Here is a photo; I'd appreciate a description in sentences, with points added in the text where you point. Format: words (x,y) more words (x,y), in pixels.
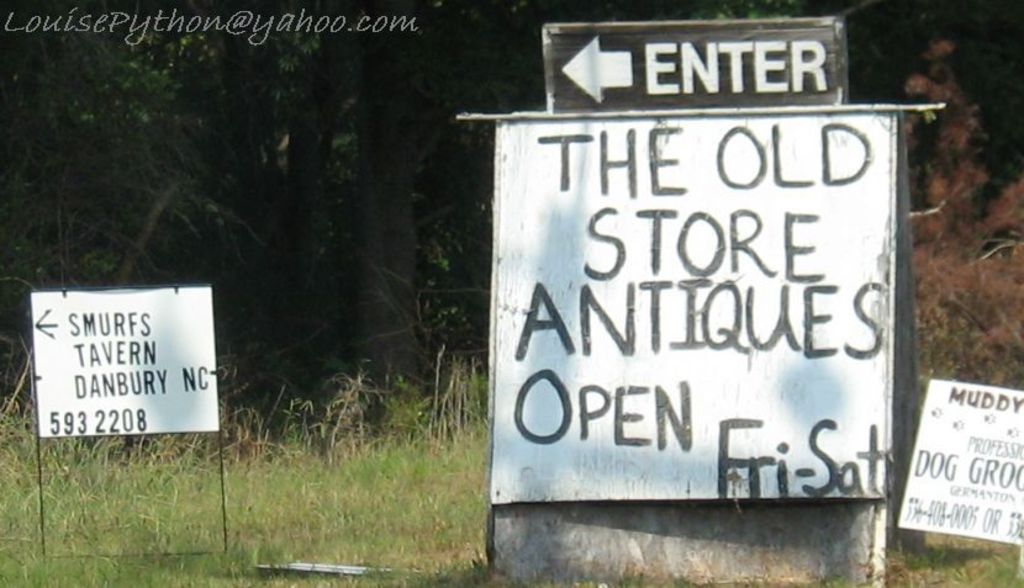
In the center of the image (550,245) there is a sign board (604,417). At the bottom of the image (397,482) there is grass (267,471). To the left side of the image (200,290) there is another board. In the background of the image (152,154) there are trees (180,147).
